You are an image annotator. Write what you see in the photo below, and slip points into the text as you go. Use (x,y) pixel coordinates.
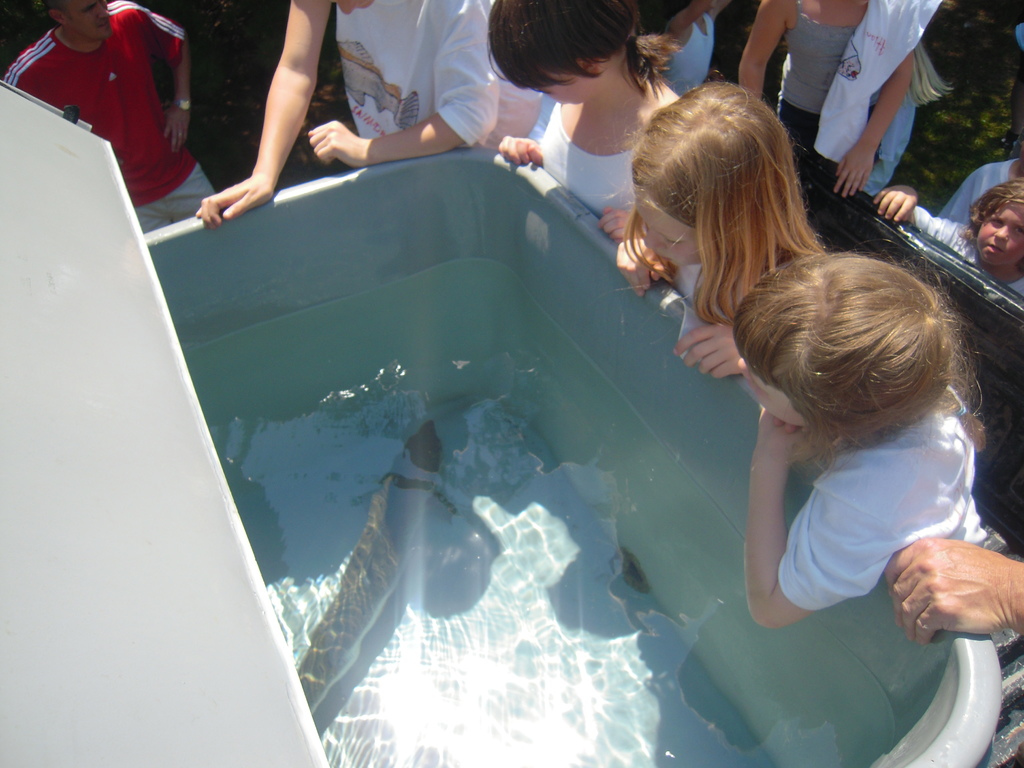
Here in this picture we can see children (307,83) and people (840,93) standing over a place and in front of them we can see a tub (478,215) present, in which we can see water (485,508) and fishes (402,517) present over there.
